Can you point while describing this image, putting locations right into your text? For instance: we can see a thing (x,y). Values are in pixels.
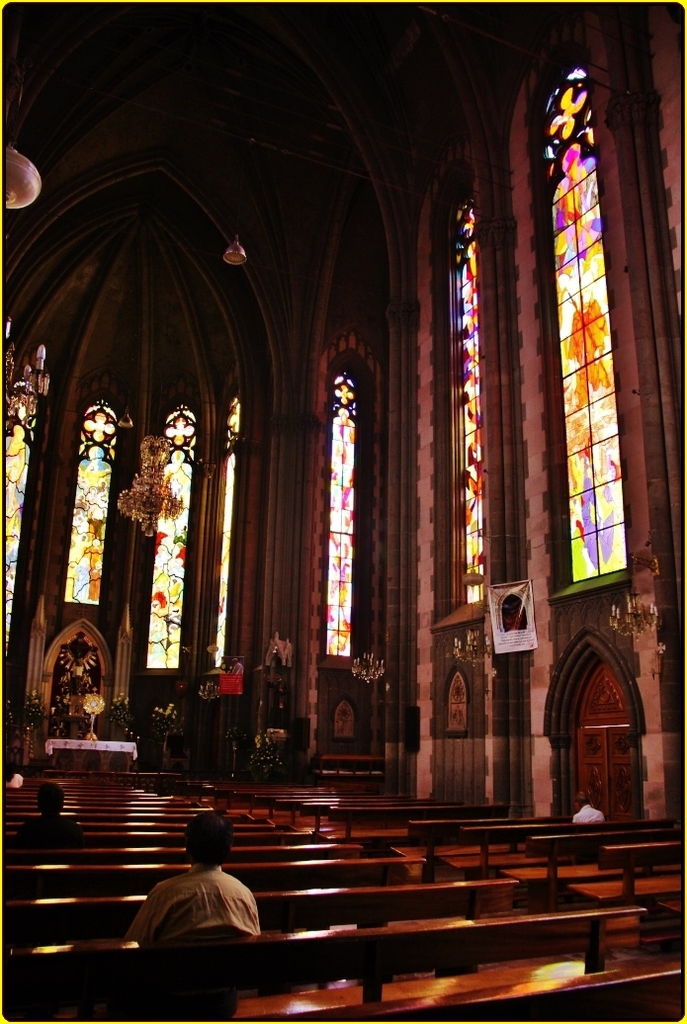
In this picture I can see few people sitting on the benches (447,988) and I can see a statue (82,678) and lights (16,187) to the ceiling (184,368) and I can see designer glasses (332,510) to the windows (104,442).
